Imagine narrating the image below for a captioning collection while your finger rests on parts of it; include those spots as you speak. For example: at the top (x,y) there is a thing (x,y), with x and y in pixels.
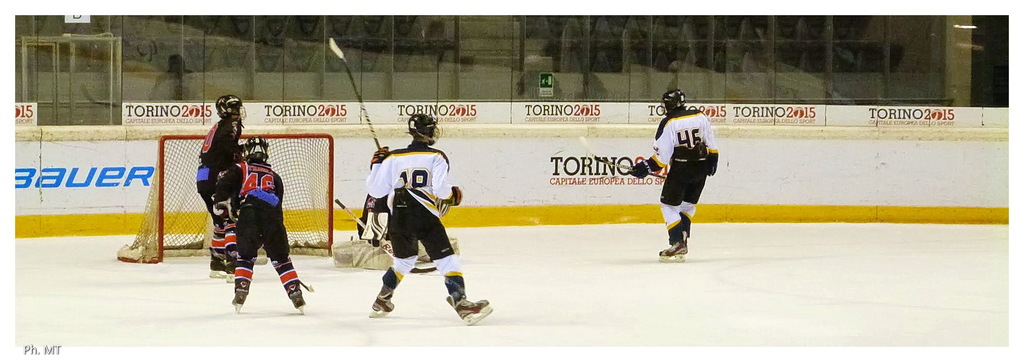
In this image on the ground (179,260) few players (685,190) are playing ice hockey. This is the goal post (173,171). All of them are wearing skate shoes (470,302). This is the boundary (962,139) of the ground (659,227). All the players (378,156) are wearing helmet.
